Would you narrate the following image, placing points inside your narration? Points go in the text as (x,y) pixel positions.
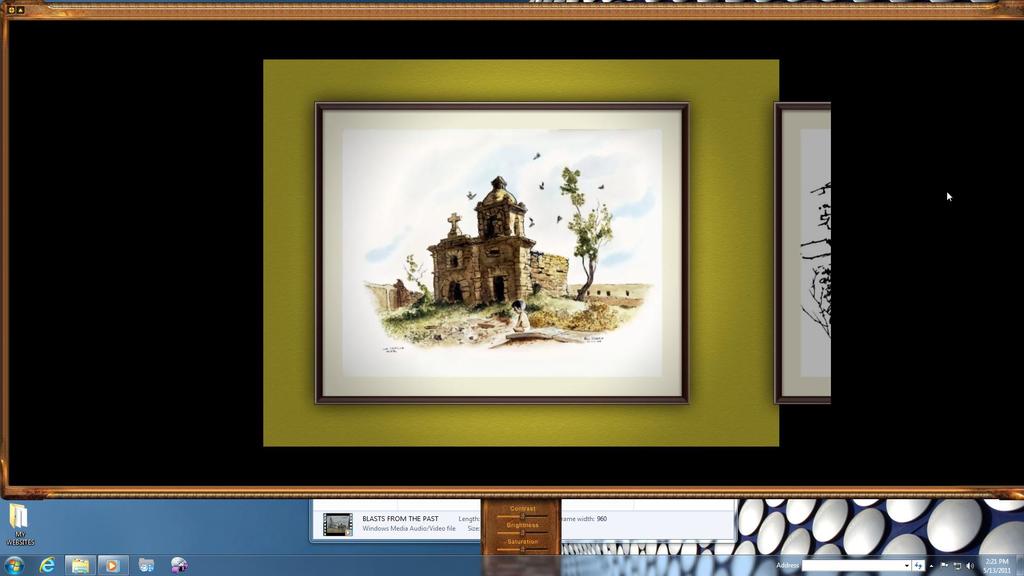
In this image, we can see a computer screen (824,520). There is a depiction of a kid (522,325), building (467,269) and tree (594,246) in the middle of the image (575,227).
